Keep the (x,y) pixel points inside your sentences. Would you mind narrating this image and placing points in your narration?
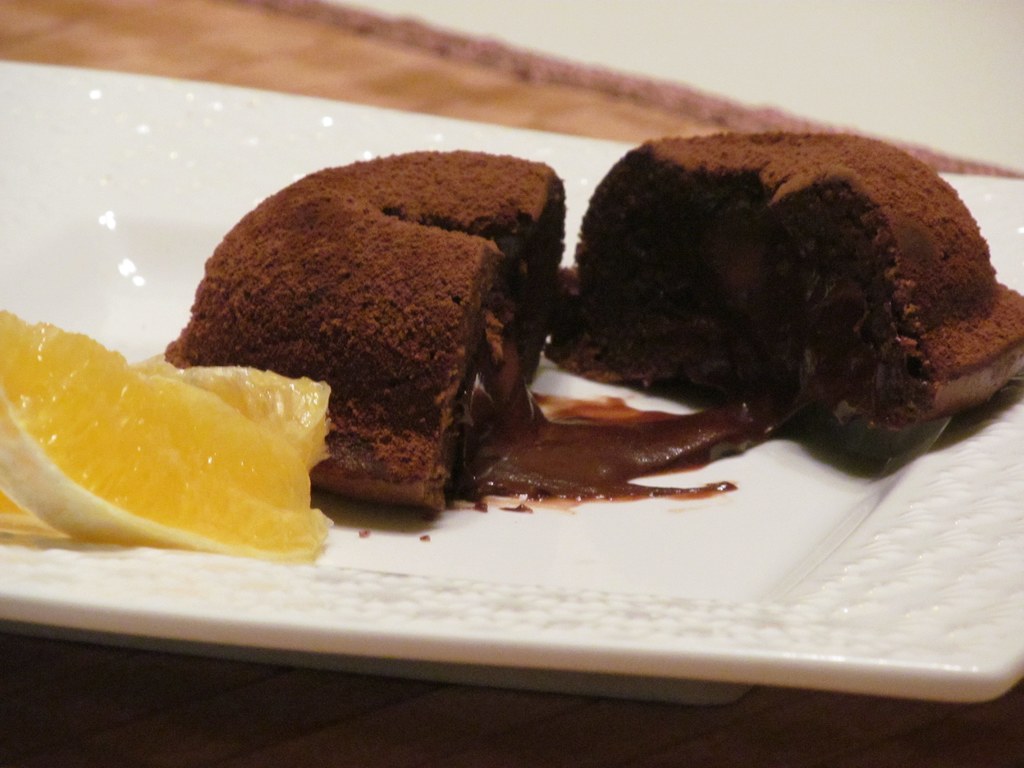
In this image I can see a chocolate cake (543,329) with a piece of orange (221,454) on a plate (723,642).
